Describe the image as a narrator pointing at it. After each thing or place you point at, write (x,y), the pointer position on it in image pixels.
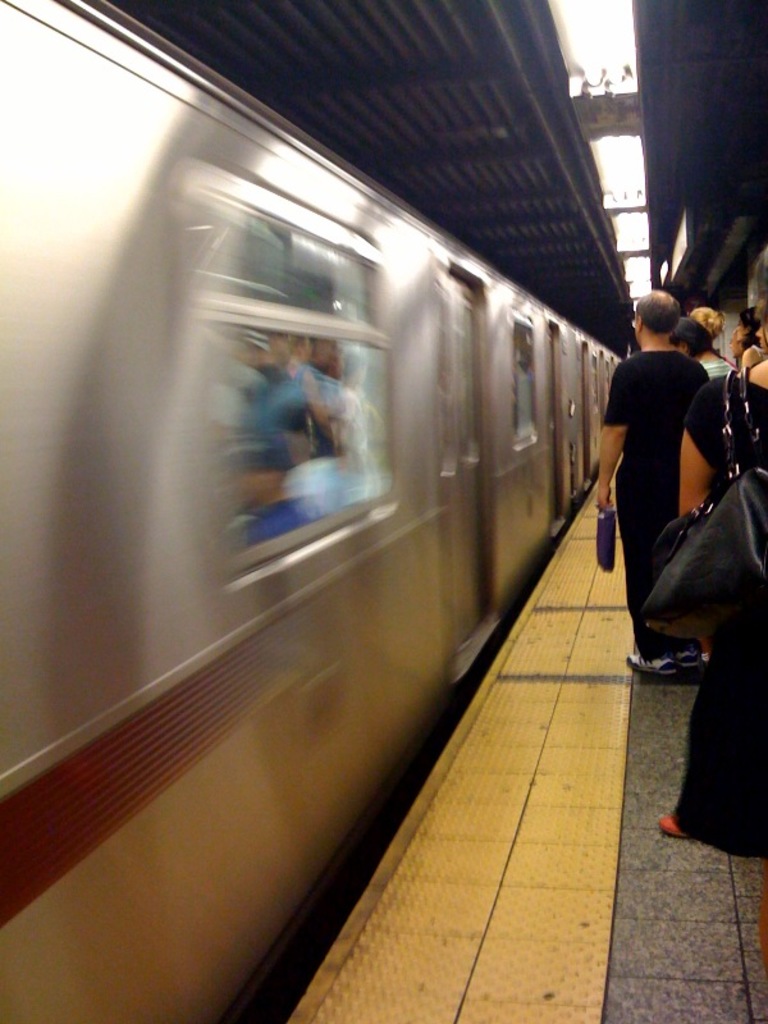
In this picture we can see a train (258,552), inside of this train (311,544) we can see some people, beside this train (501,272) we can see a platform (560,657) and people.
